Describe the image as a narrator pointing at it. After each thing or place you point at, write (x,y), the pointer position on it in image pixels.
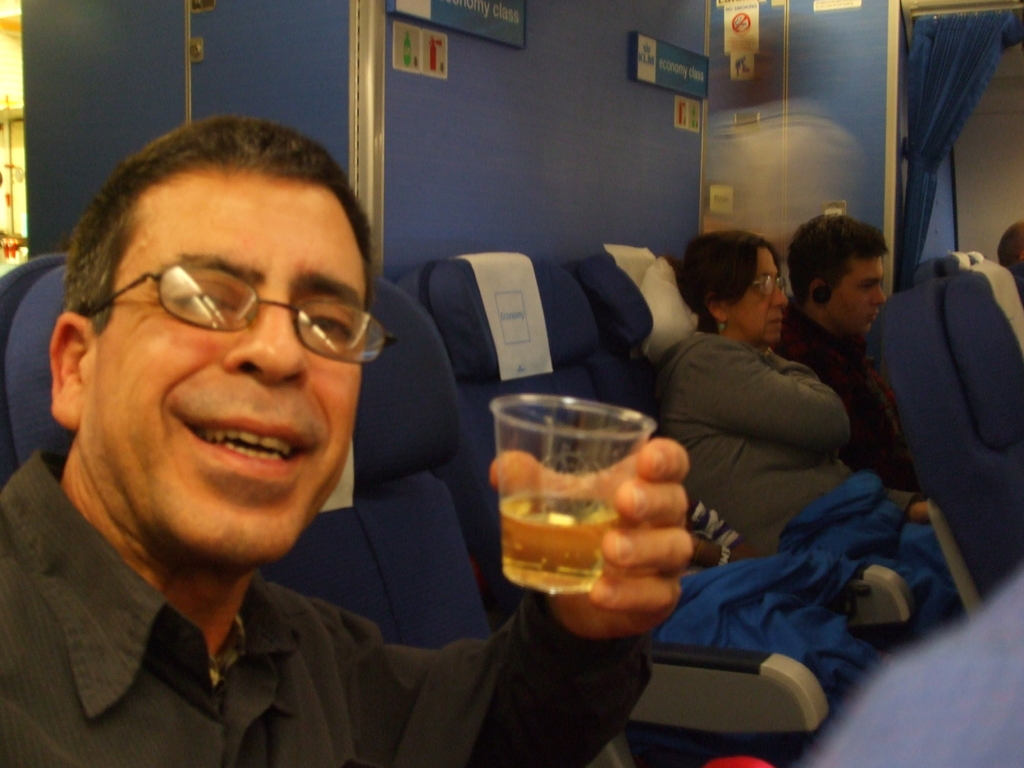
In this picture we can see persons (868,429) sitting on chairs (961,438). On the background (430,106) we can see boards (394,48) over a cabin (453,74). This is a curtain (919,124). We can see a man (259,290) wearing spectacles (337,327) and he is holding a glass (560,445) in his hand (645,539).
